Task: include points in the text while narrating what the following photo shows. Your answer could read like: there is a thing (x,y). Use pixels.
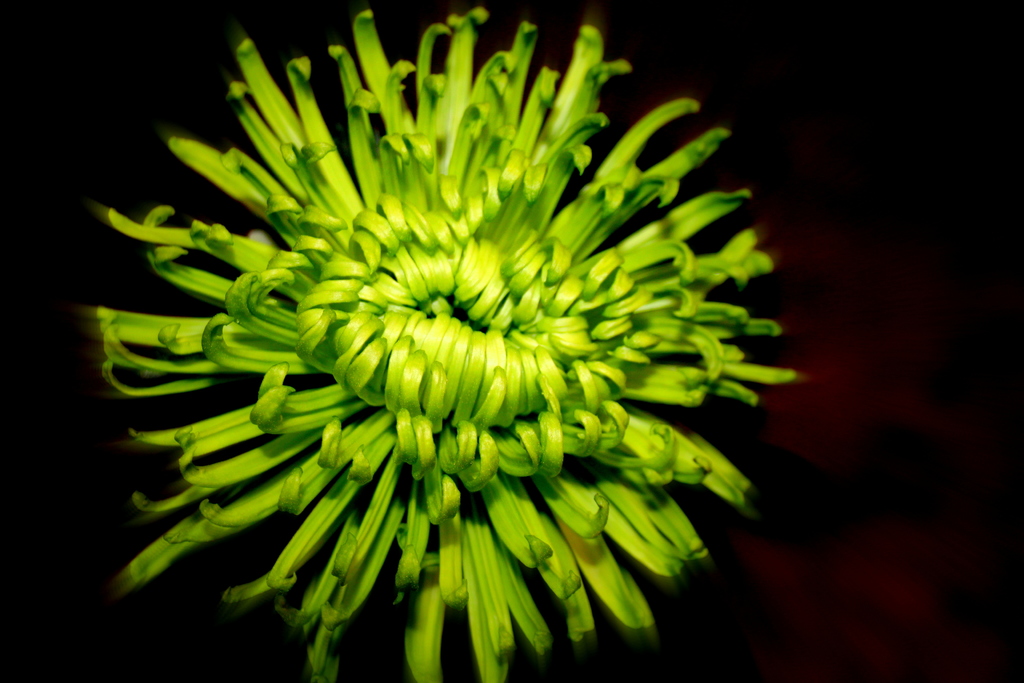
In the center of the image (366,433) there is a flower (463,462).
